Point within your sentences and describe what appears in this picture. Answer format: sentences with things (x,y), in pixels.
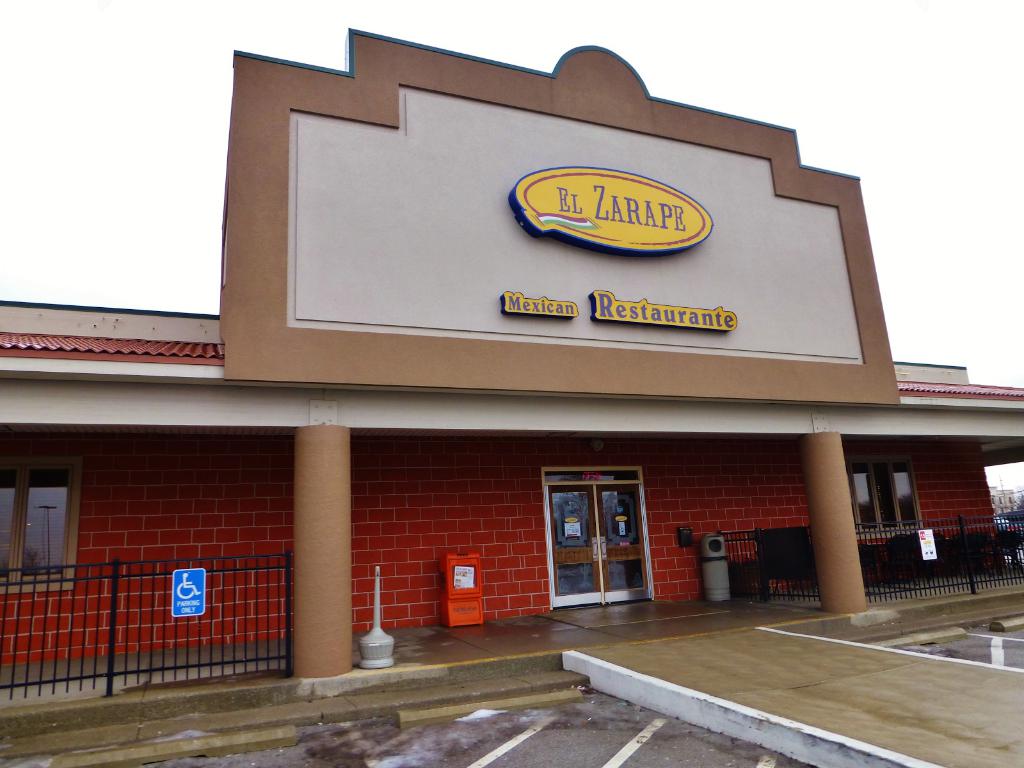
In this image there is a store (542,382), on top of that there is a name (646,302), in front (255,599) there is a railing (769,593), in the bottom right (973,763) there is a path (928,702), in the background (724,44) there is the sky (816,98).
